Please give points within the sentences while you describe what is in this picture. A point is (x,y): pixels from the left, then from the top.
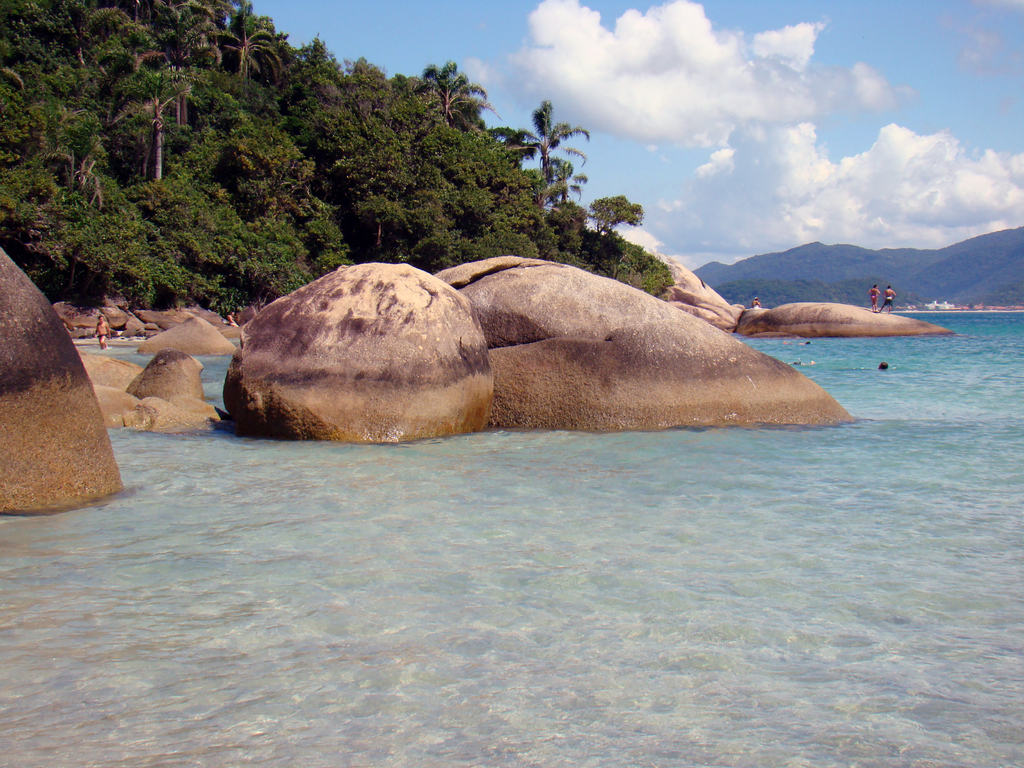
This picture is clicked outside. In the foreground (584,509) we can see a water body (861,458) and the rocks (458,348) and we can see the group of persons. In the background (422,33) we can see the sky (423,46) with the clouds (742,152) and we can see the hills (972,242), trees (106,95) and some other objects (952,304).
